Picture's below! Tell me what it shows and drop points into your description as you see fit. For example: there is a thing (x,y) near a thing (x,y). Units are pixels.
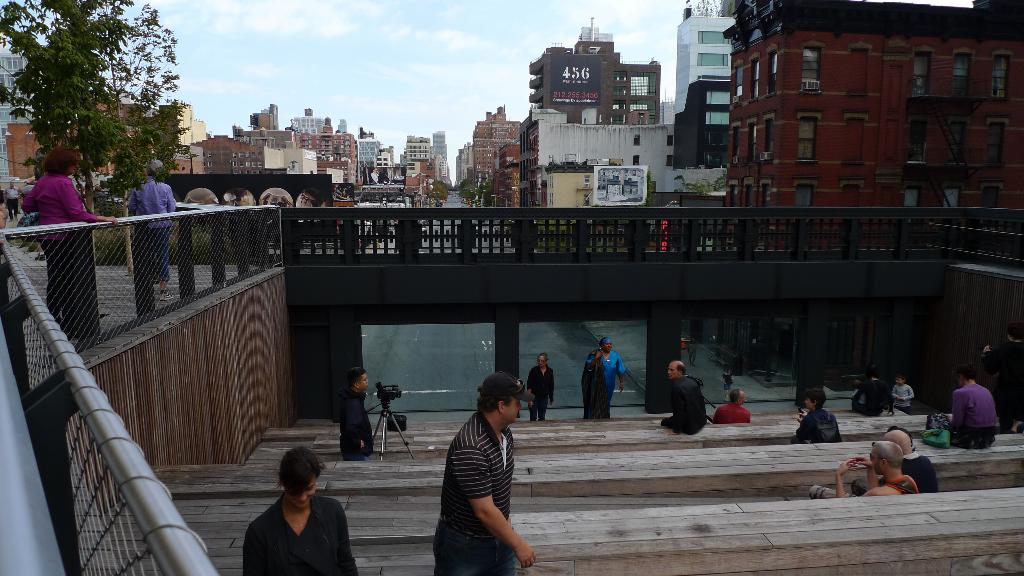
There are many people (702,417) surrounded some of them are sitting and some of them are standing. Building (674,131) are in multi colors some are in brown and white. The sky (516,118) is in pale blue color. There are many trees (444,195).
